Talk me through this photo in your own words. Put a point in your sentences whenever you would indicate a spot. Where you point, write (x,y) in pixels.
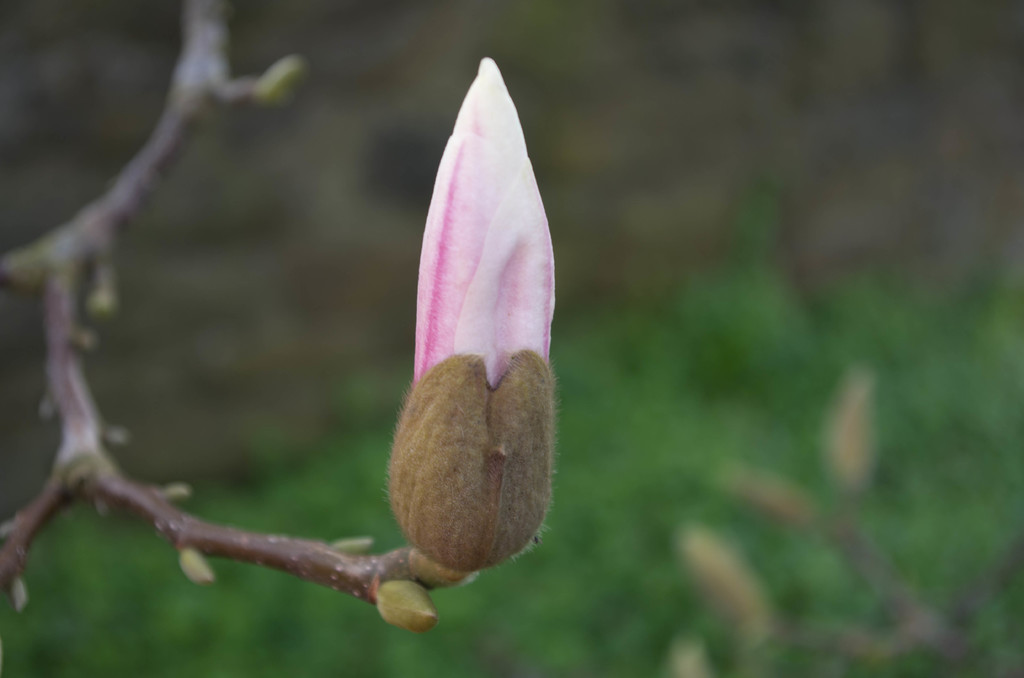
Here we can see a bud (524,457) and there is a blur background (794,269).
